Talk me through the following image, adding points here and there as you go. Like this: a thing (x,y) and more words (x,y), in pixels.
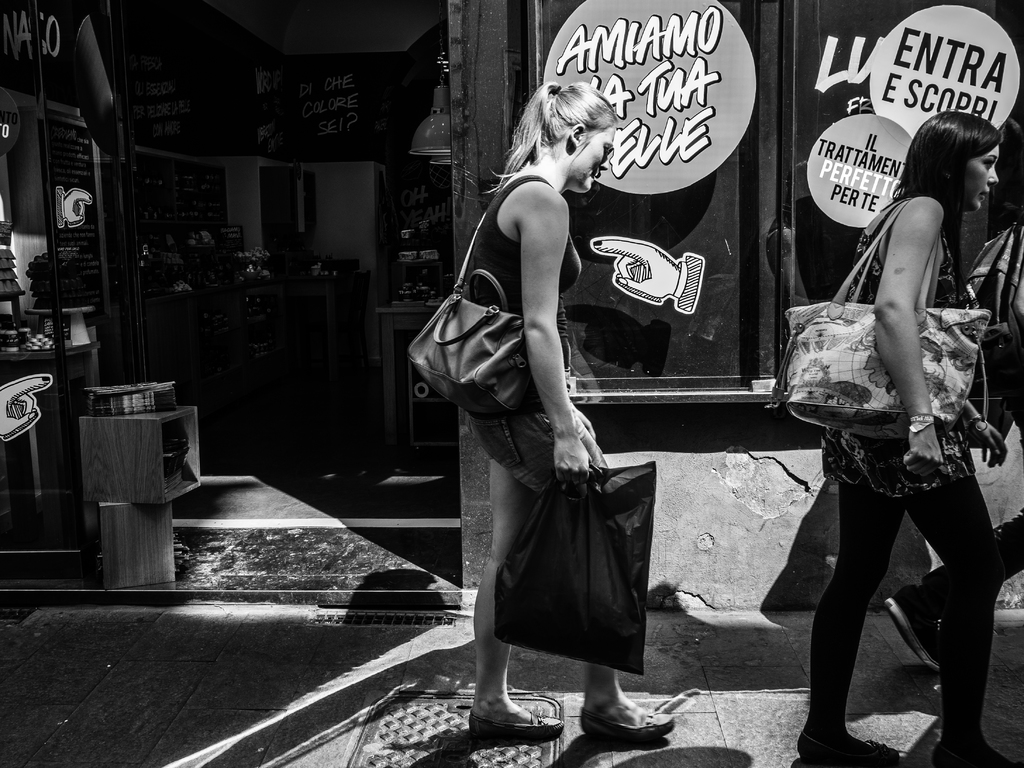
This picture is taken outside before a store (585,301). The picture is in black and white. In the center (543,320) there is a woman (524,289), she is wearing a bag (464,263) and holding a cover (650,471). Towards the right (884,279) there is another woman (942,733), she is carrying a bag (953,393). Behind them there is a wall (686,489) with some text (828,72) and pictures (633,257) printed on it.
